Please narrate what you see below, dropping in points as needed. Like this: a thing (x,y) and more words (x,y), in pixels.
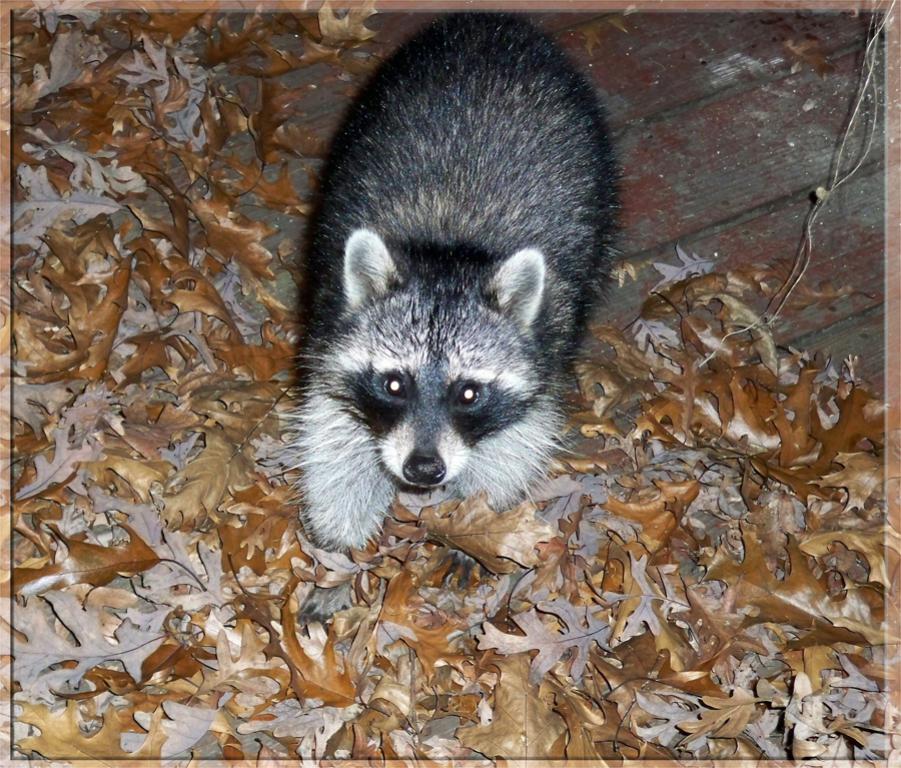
In this picture we can see the animal (541,328) sitting on the dry leaves (559,621).
